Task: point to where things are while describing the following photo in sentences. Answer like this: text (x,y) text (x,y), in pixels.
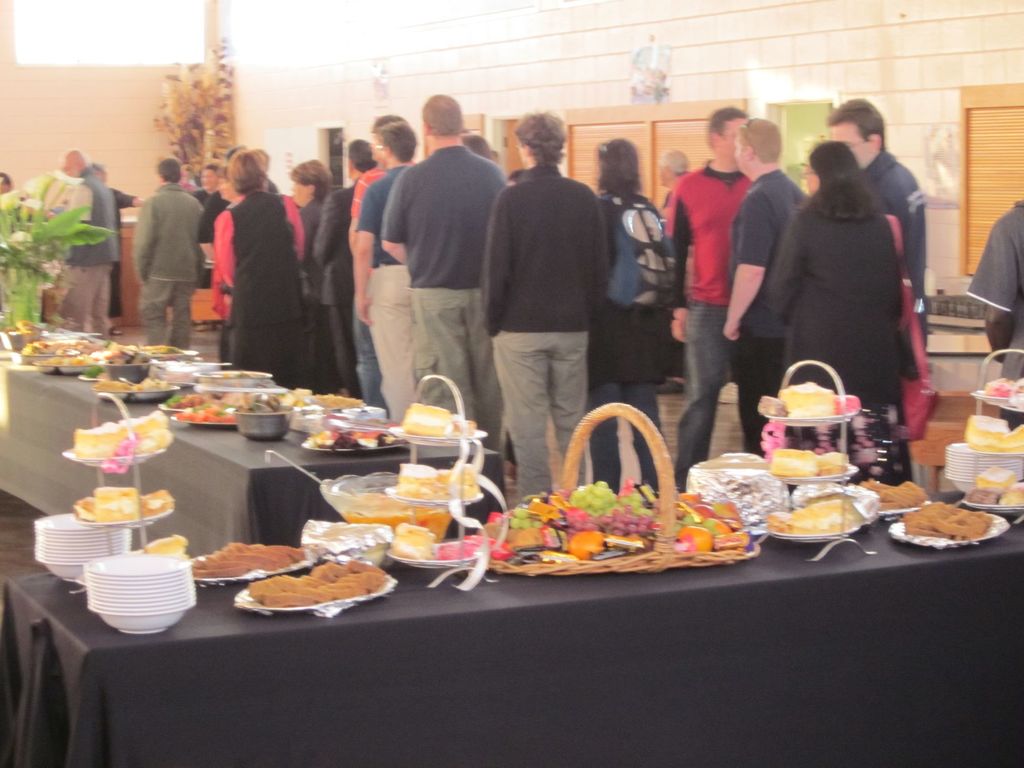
As we can see in the image there are few people (522,122) standing and there are tables (456,599). On tables (483,591) there are food items (447,553), plates (76,556), spoons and bowls (1001,461).
